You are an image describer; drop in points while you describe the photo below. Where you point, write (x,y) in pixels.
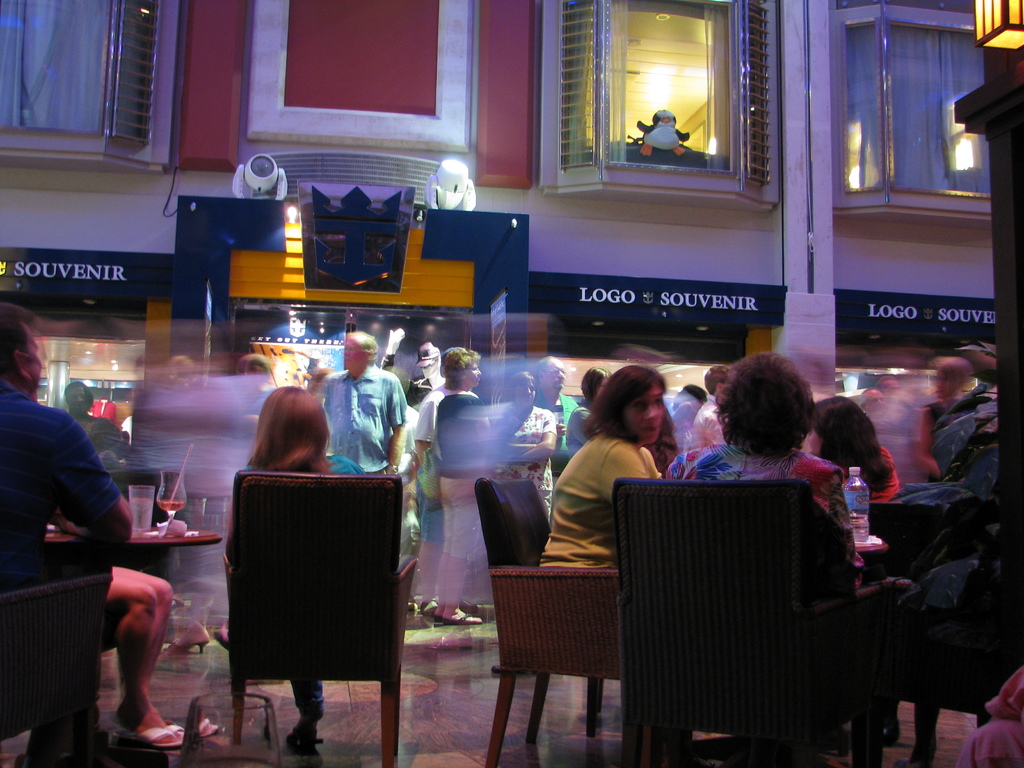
This picture consist of a building (328,62) and in front of the building (110,286) there are the group of persons (195,425) standing and sitting on the chairs (249,546), in front of them there is a table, on the table (129,541) there is a glass (180,501) and straw (171,491) on the glass (164,479) seen on the left side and there is a hoarding board (600,312) on the middle (624,304) and there is a text (612,289) written on that and there is a bottle (856,508) on the table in the right side (866,491).
